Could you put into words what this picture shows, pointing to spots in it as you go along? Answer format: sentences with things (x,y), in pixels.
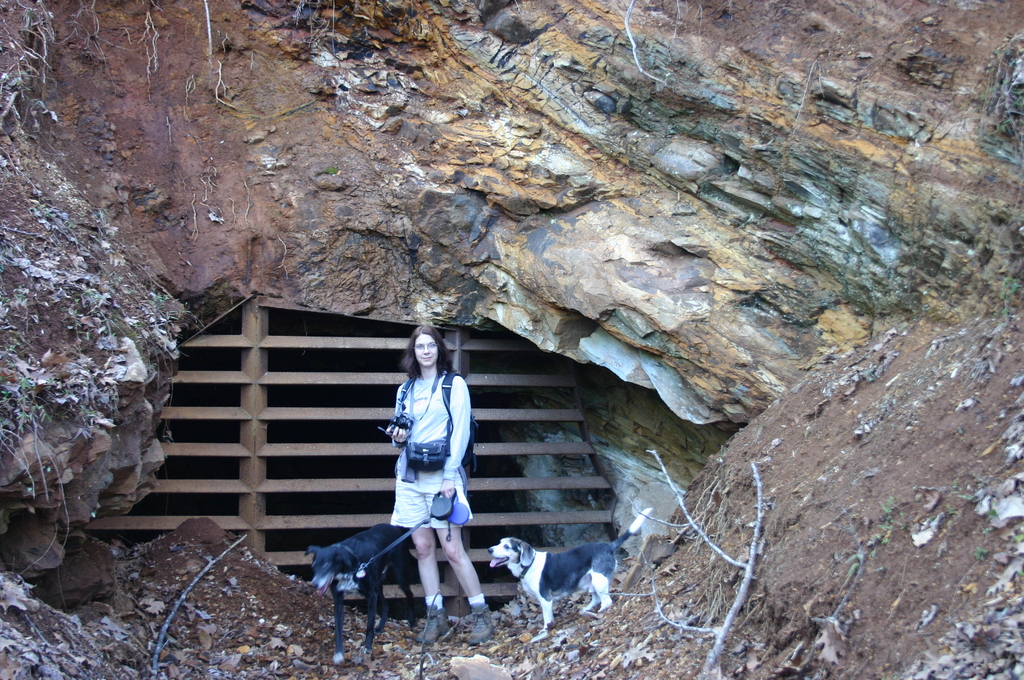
In this picture I can observe a woman (400,476) standing on the ground (598,673). There are two dogs (355,581) on either sides of this woman (431,358). I can observe some stones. In the background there is a hill (603,156).
